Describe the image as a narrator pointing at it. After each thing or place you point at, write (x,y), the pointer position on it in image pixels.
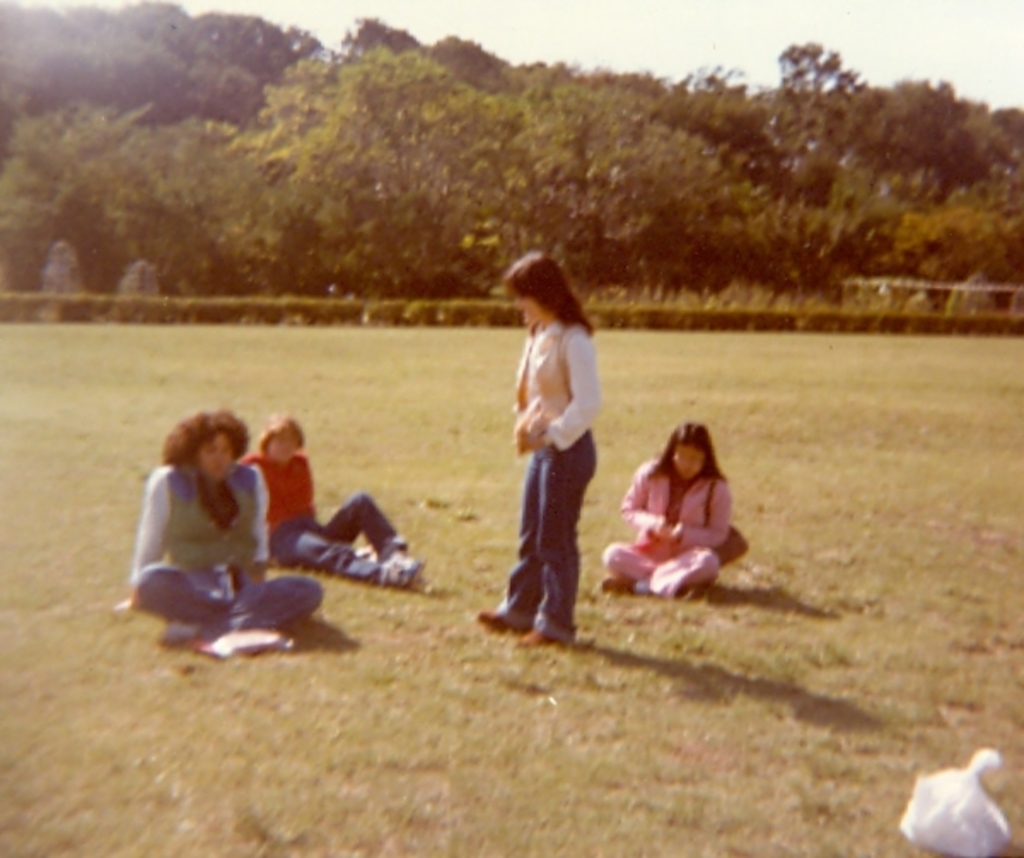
In the picture we can see a grass surface (560,810) on it, we can see four children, three are sitting and one girl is standing and far away from them, we can see plants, trees (683,225) and sky (903,45), and near to them we can see a white color bag (949,788) on the surface (375,832).
